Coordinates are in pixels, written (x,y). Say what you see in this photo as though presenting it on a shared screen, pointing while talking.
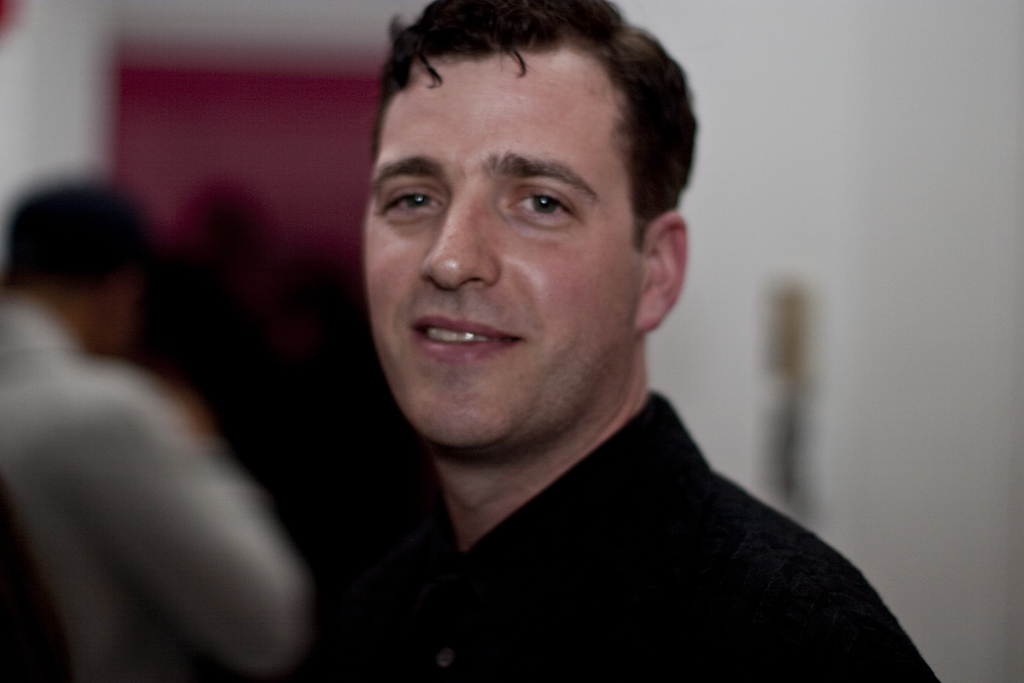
In this picture I can see a man (612,473) is looking at his side, he wore a black color shirt (711,552).
